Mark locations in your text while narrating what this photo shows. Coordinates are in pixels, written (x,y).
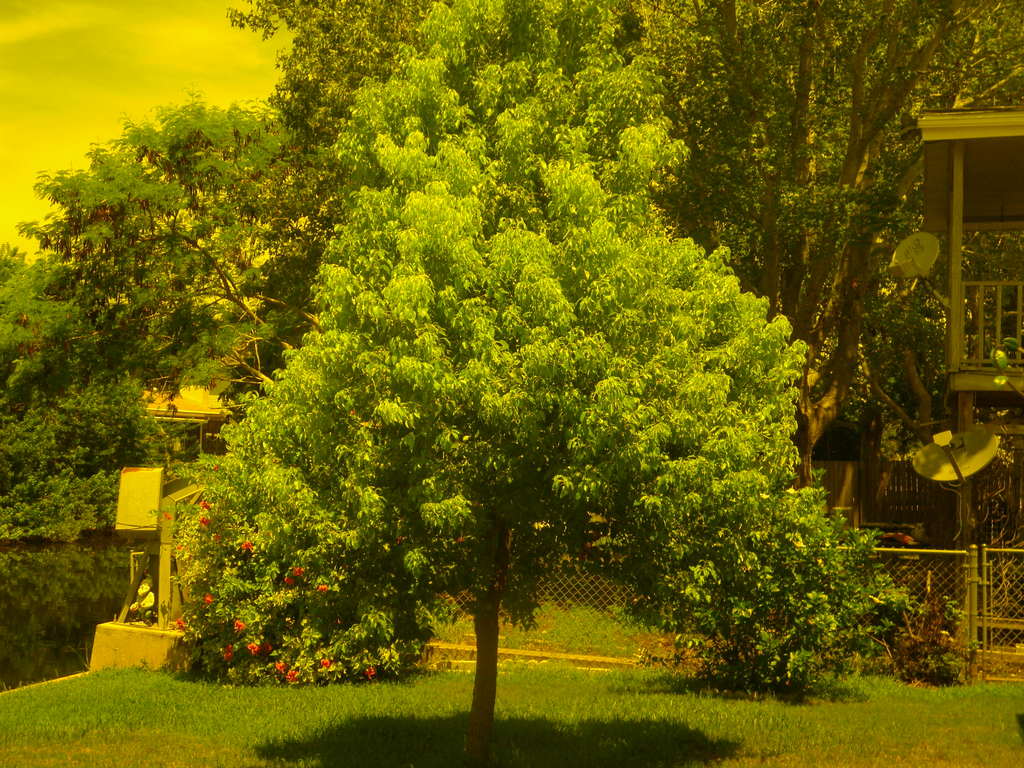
At the bottom of the picture (262,701), we see grass (466,696) and a tree (487,446). Behind that, we see a plant (277,603) with red color flowers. Behind that, there is a fence (965,598). On the right side (1014,154), we see a building (993,114) or a house (1014,154). In the background (309,244), there are trees (177,380). In the left top of the picture (83,86), we see the sky (178,76). This picture might be clicked in the garden (274,225).
